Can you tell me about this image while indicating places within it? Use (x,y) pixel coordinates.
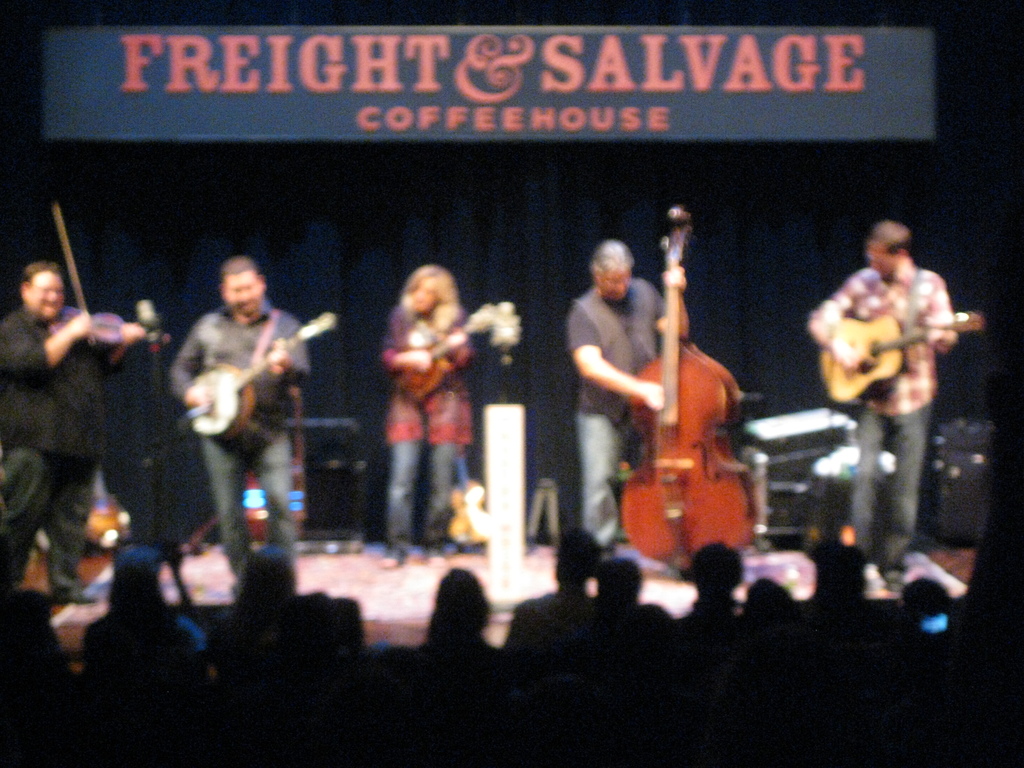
In this image I can see number of people (908,506) are standing and holding musical instruments (690,217). I can also see here few people (835,555) are sitting.
